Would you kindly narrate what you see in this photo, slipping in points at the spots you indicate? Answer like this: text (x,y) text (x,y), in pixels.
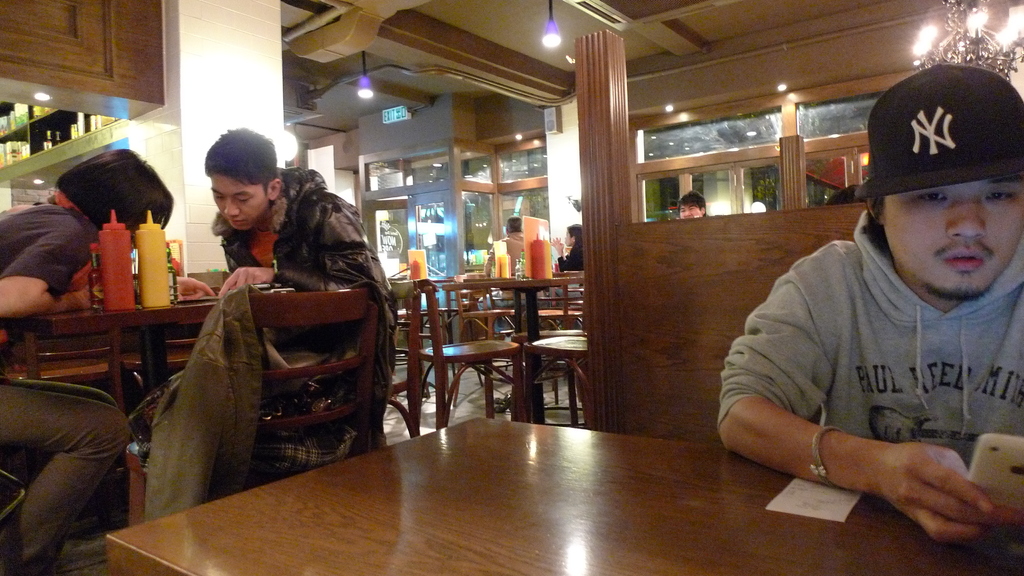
in this picture we can see a person (788,314) sitting on a chair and holding a mobile (998,463) in his hand (934,459), and in front (622,537) there is table (636,534), and to opposite him there are two members (201,295) sitting and discussing, and at the top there are lights (544,43).
